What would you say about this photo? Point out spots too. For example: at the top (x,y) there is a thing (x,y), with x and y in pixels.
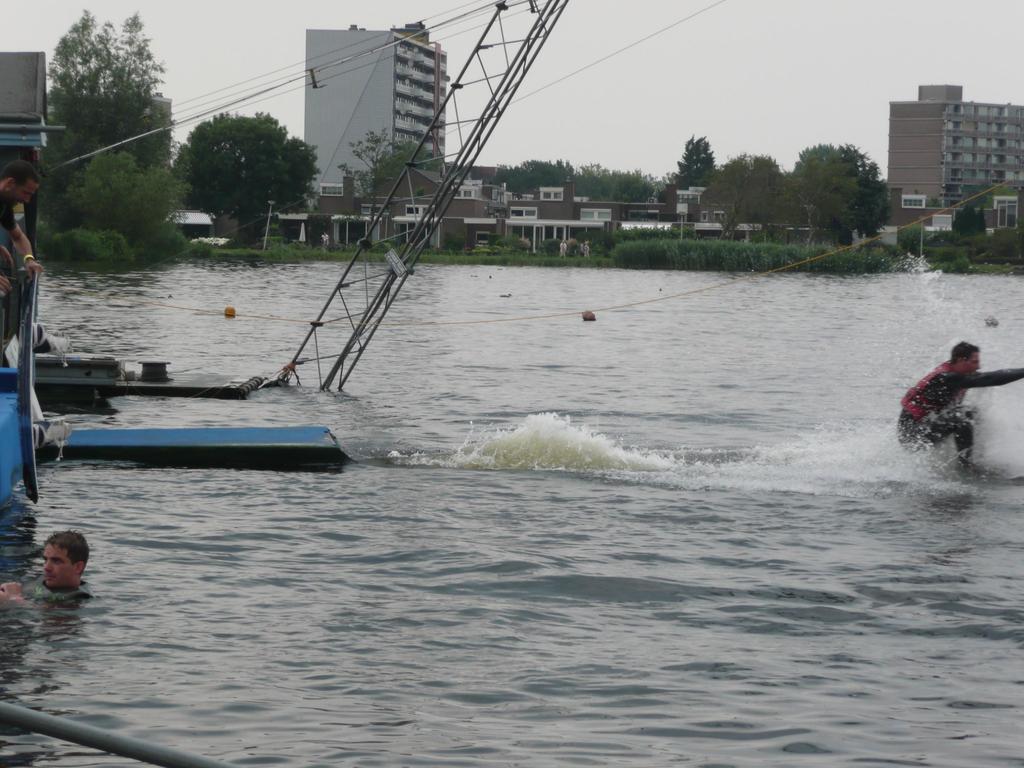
In this image we can see persons (61,583) in water (426,488). In the background (946,196) we can see trees (835,200), buildings (510,210), plants (592,254), houses (488,210) and sky (739,39). On the left side of the image (4,209) person (26,263) in boat (5,449).
